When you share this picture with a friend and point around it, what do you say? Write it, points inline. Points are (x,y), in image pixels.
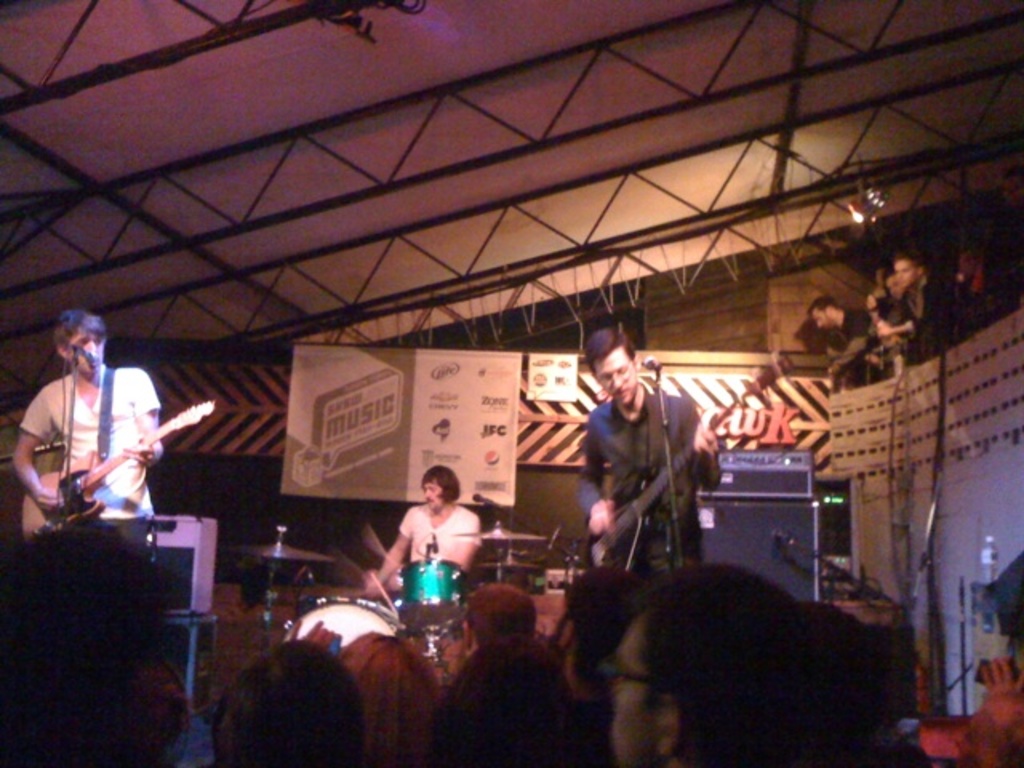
In this picture there are three people (107,499) on the stage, those who are singing, the person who is standing at the right side of the image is playing the guitar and the person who is at the left side of the image (128,474) is playing the guitar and there is a mic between them and the person (391,571) who is at the center of the stage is playing the drums (447,580) and there are audience (138,614), there are spotlights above the stage (242,648).
